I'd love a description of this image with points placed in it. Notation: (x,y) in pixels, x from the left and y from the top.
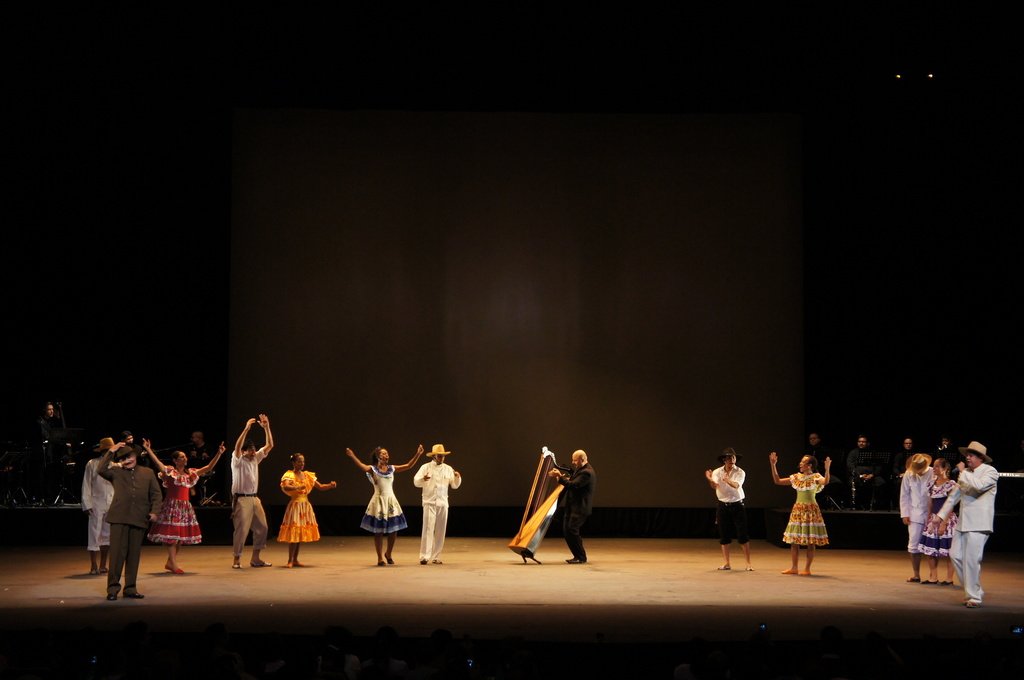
In the foreground of this image (679,546), there are persons (119,470) standing on the stage (483,548) and a man (565,496) playing musical instrument (525,529). In the background (618,327), there is a screen (239,171), few persons (54,425) sitting and standing in the dark background (53,447).
